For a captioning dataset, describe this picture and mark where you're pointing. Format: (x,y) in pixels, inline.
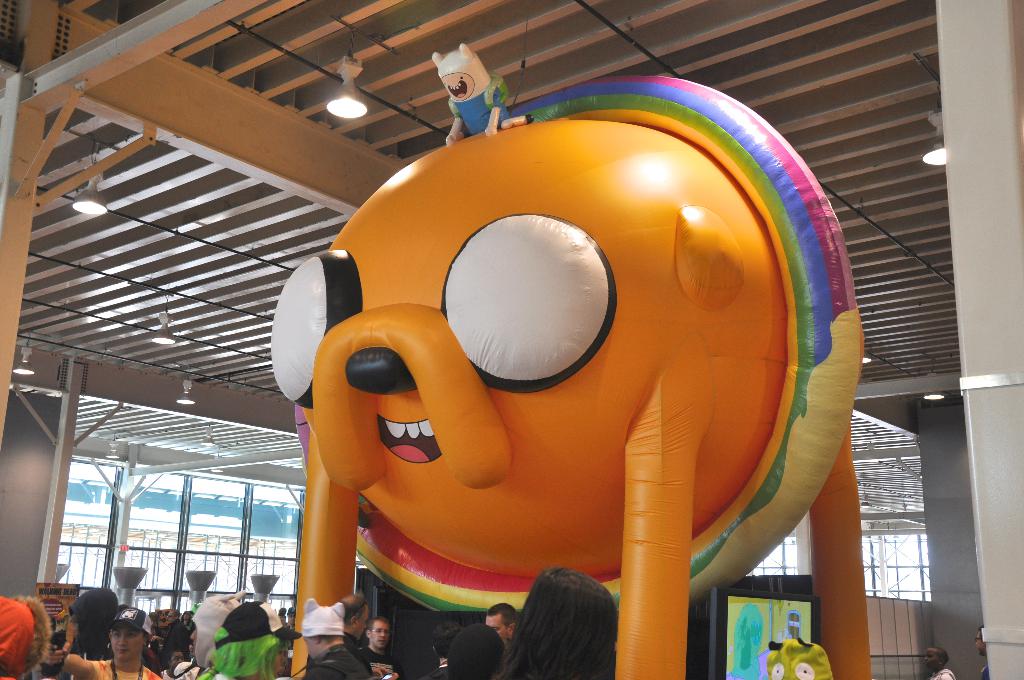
In this picture we can see a few toys (533,545). Some people (273,642) are standing on the path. There are few lights (345,70) on top.
